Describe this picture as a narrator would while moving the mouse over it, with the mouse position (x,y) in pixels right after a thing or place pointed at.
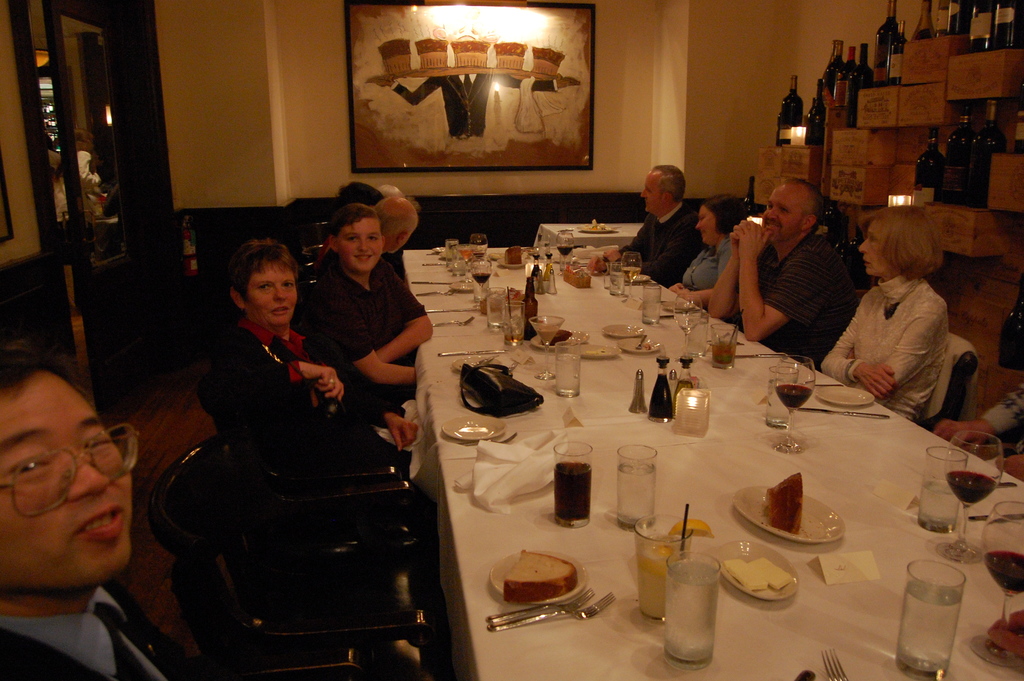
This picture is clicked inside the room (142,580). Here, we see many people (376,307) sitting on either side of the table (815,620). On the table (806,630), we see water glass (626,484), cool drink glass (556,469), black bag (503,395), plate (465,419), bread (548,567), fork (551,603), spoon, knife (881,418) and many plates (750,498) are placed on it. Behind this people (656,223), we see many carton boxes (867,100) on which many wine or alcohol bottles (966,19) are placed. On background (622,69), we see white wall (598,72) on which a photo frame (446,109) is placed. On the left corner (94,154), we see a mirror (112,171).
